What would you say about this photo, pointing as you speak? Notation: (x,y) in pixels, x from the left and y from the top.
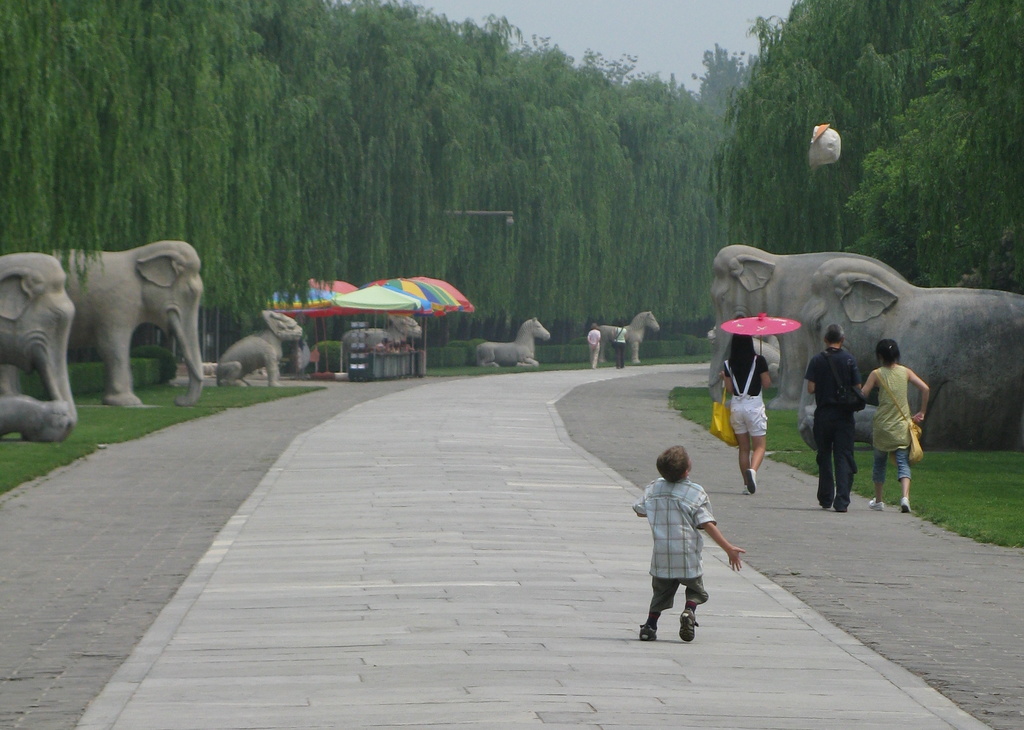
In this image there are group of people (742,393) standing, a person (754,407) holding an umbrella (775,319), and in the background (712,398) there are sculptures of elephants and horses (2,361), umbrellas (324,287), trees (561,279), stall (373,377), sky (640,23).
